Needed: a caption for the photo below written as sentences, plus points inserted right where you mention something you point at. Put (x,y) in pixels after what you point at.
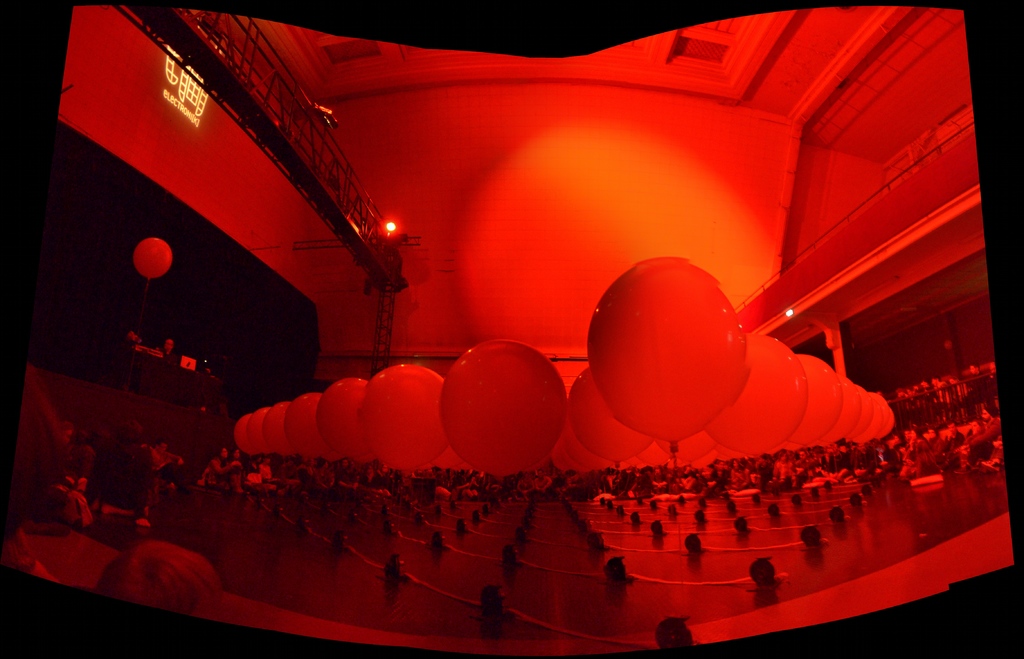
In this image there is a crowd (527,485) is in the bottom of this image (259,487) and there are some balloons (540,380) in the middle of this image (553,409). There is a wall (566,381) in the background (507,269). There is a light (389,223) on the top of this image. There is one person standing on the left side of this image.
